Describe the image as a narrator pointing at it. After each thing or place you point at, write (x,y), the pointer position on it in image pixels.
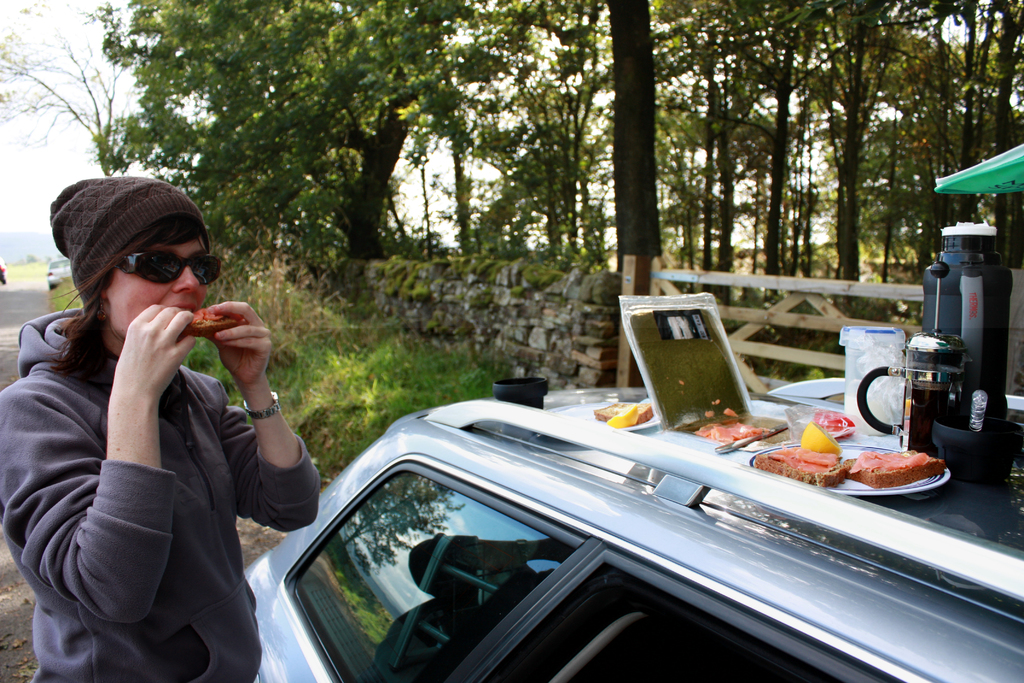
In this image I can see a person (33,409) standing and eating, the person (192,568) is wearing gray color jacket (180,560) and brown color hat (127,228). In front (677,560) I can see a car (677,573), on the car (740,514) I can see few food items (831,413), bottles (924,414). Background (239,30) I can see trees (458,12) in green color and the sky (74,129) is in white color.
